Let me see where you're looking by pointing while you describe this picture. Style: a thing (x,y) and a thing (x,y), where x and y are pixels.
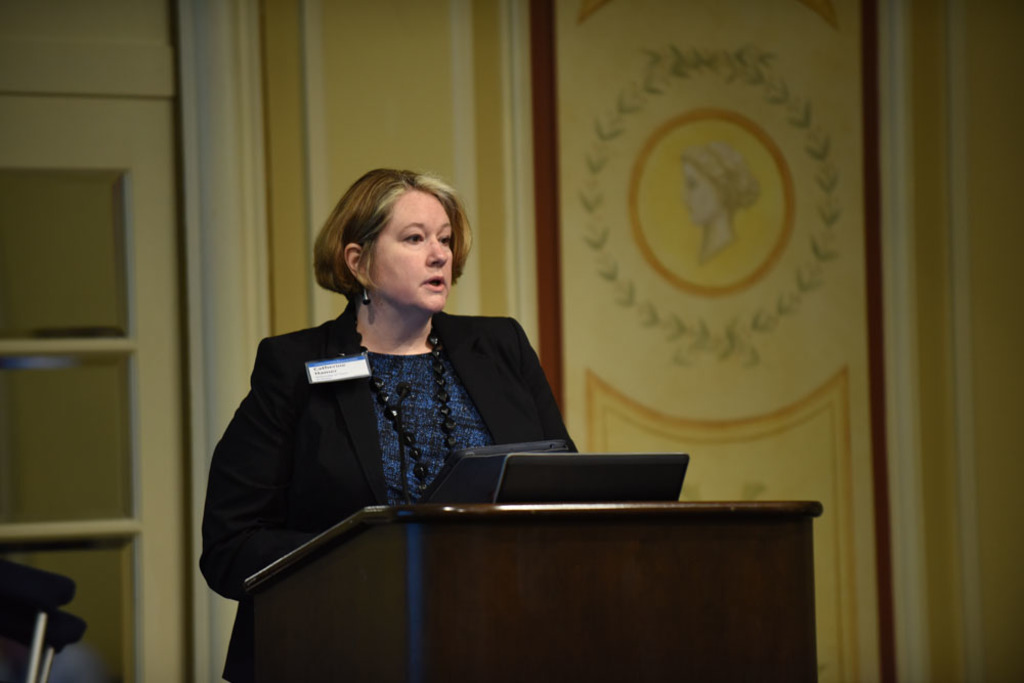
In this picture I can see a woman (345,327) standing at a podium (574,508) and I can see a microphone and a laptop (558,486) on the podium (632,530). I can see a door (134,235) and picture (685,243) of a woman (717,229) on the wall (399,18).
